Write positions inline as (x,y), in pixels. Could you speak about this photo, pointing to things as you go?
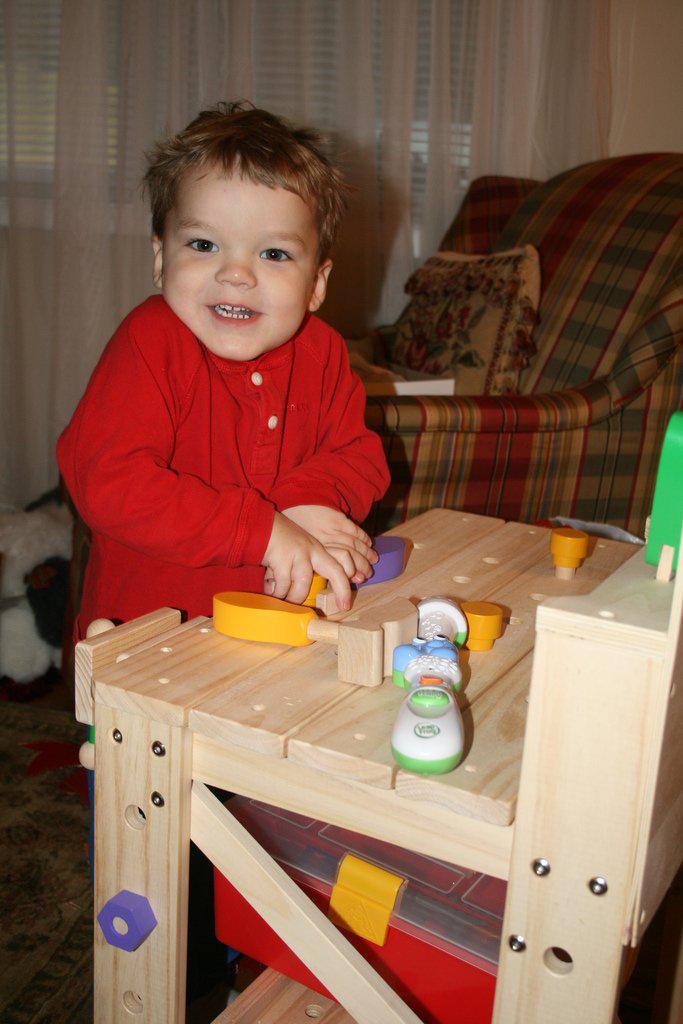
On the background (348,15) we can see curtains (458,61), sofa (573,366), pillow (499,383). We can see a boy (270,557) wearing a red colour shirt (242,456) and he is carrying a smile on his face (267,343), standing in front of a table (227,686) and on the table (237,695) we can see colorful toys (439,753). This is a floor (37,864).
